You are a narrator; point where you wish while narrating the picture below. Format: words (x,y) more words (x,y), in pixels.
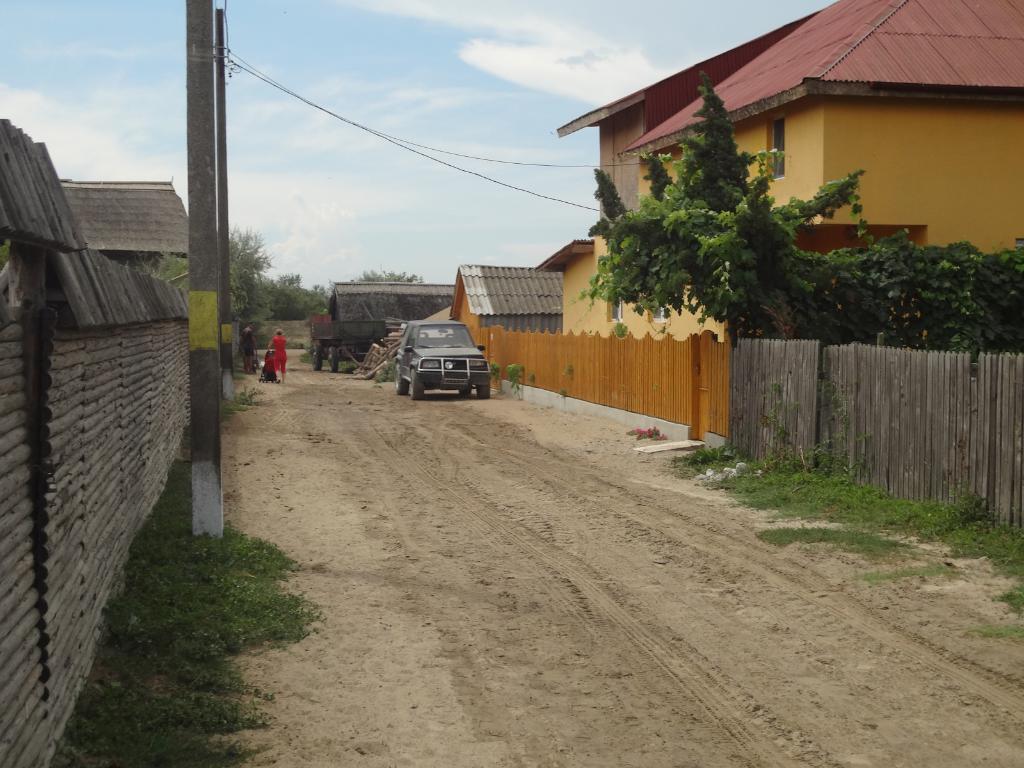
In this image I can see the road (691,565), some grass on the road (720,568), few poles (206,489), the fence walls (646,426) and few buildings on both sides of the road (295,370). I can see a person (276,341) standing and holding a stroller (276,375) and a vehicle (434,359) on the road (298,385). I can see few trees (293,305) and in the background (314,284) I can see the sky (296,46).
